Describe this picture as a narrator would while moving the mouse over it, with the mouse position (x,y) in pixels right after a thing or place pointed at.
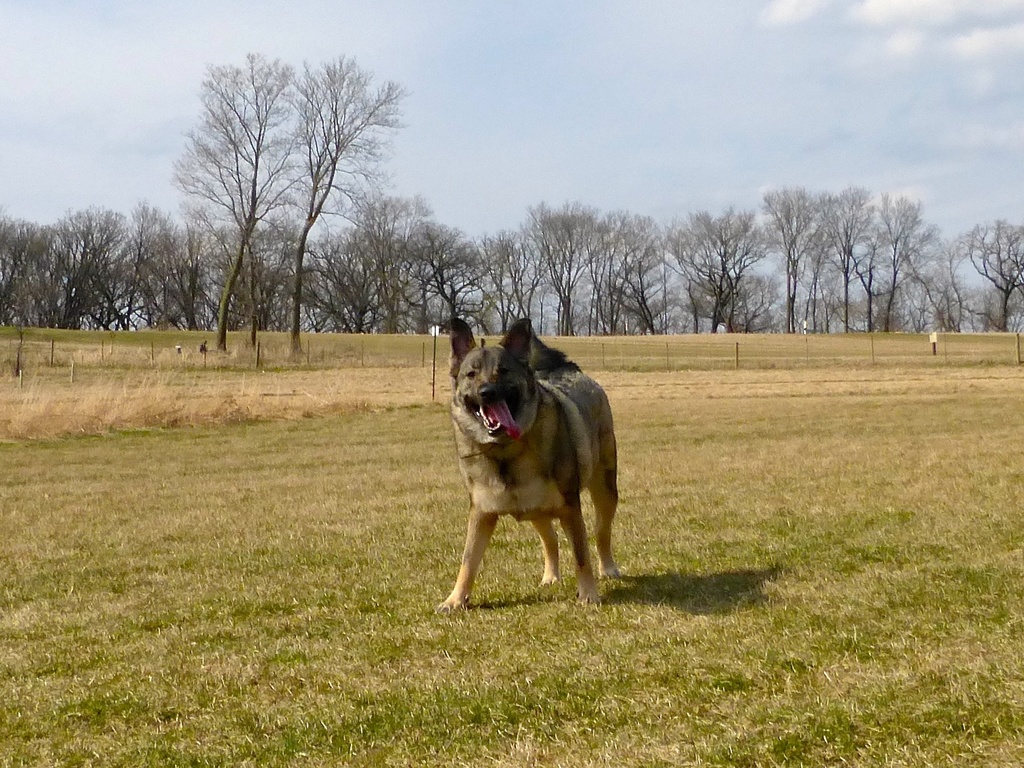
In this image we can see the dog (533,483) on the ground (562,617). In the background (220,358), we can see a fence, poles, group of trees (929,311) and the cloudy sky (770,111).
